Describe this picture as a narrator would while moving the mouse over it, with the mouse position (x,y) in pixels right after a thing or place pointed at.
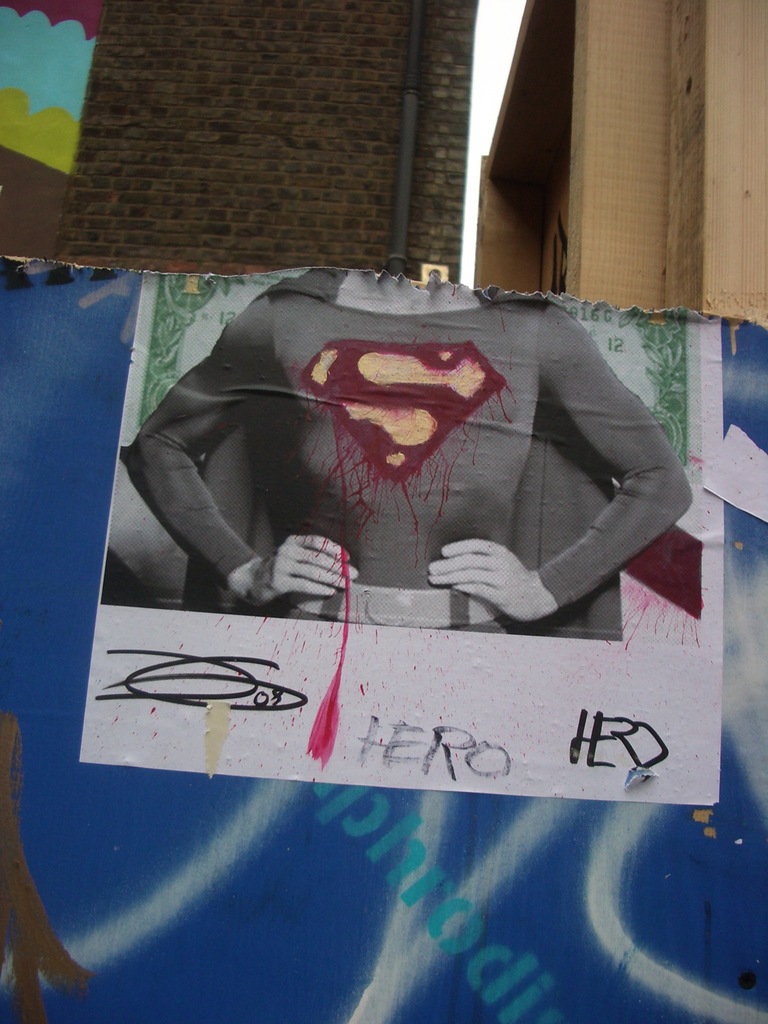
In this image, I can see a poster (509,604), buildings (230,152), pipe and the sky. This image taken, maybe during a day.
